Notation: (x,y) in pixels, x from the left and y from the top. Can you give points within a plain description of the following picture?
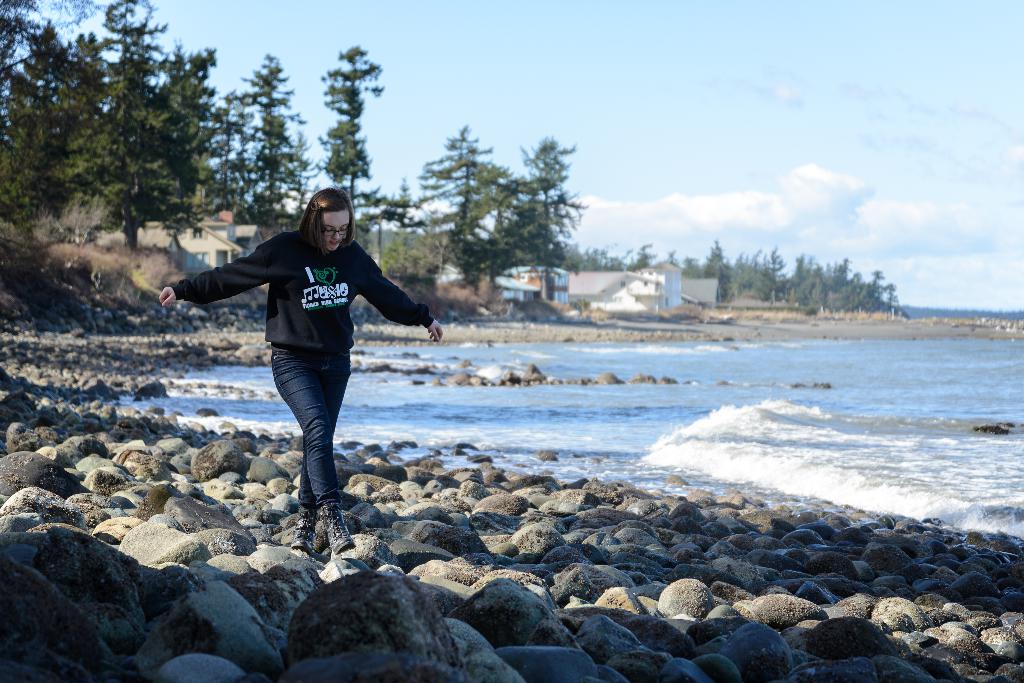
There is one woman (312,321) walking on the stones (378,545) as we can see at the bottom of this image (398,500). There is a surface of water (647,404) on the right side of this image (826,436), and there are some trees (479,252) and houses (599,288) in the background (620,268), and there is a cloudy sky (695,98) at the top of this image (736,143).
